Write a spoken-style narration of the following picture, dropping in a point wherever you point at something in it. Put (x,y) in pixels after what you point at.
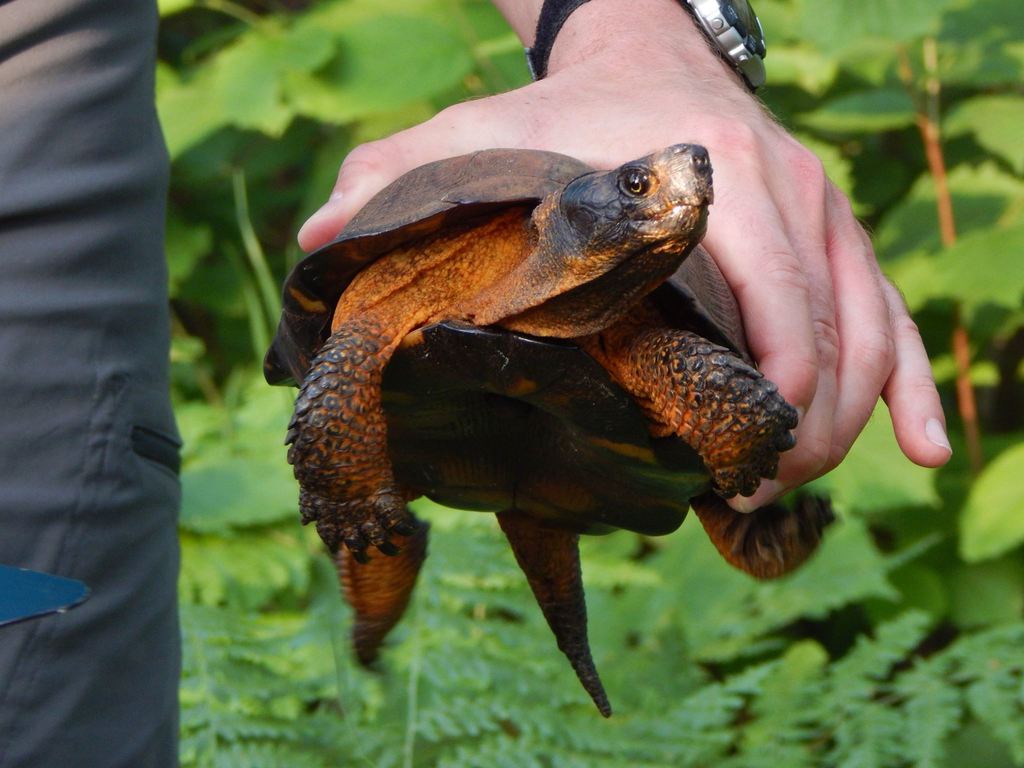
In this image there is a hand (661,96) of a person (690,96) holding a tortoise (515,301). There is a watch (715,9) to the wrist (641,29). To the left (122,336) there is a leg (101,281) of a person (103,458). In the background (869,458) there are plants (350,115).
